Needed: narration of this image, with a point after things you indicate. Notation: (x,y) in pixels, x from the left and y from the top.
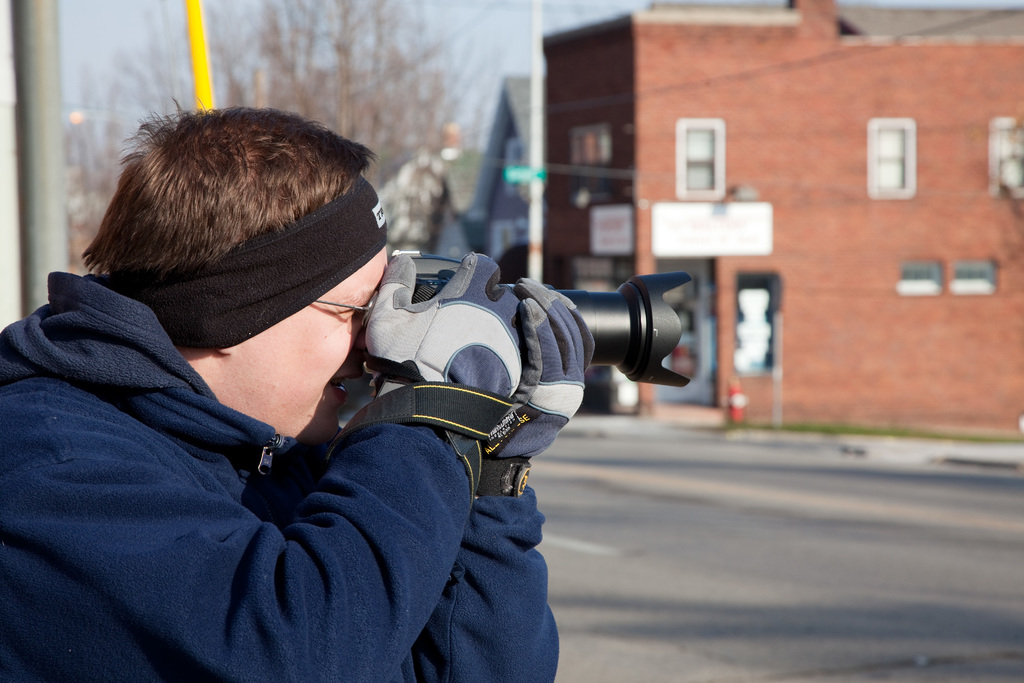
On the left side of the image (204,274) there is man (295,398) holding camera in his hand (486,370) and maybe he is trying to click a pic. In the background (552,205) there is a building (715,116), a tree (69,161) and poles (536,49).
